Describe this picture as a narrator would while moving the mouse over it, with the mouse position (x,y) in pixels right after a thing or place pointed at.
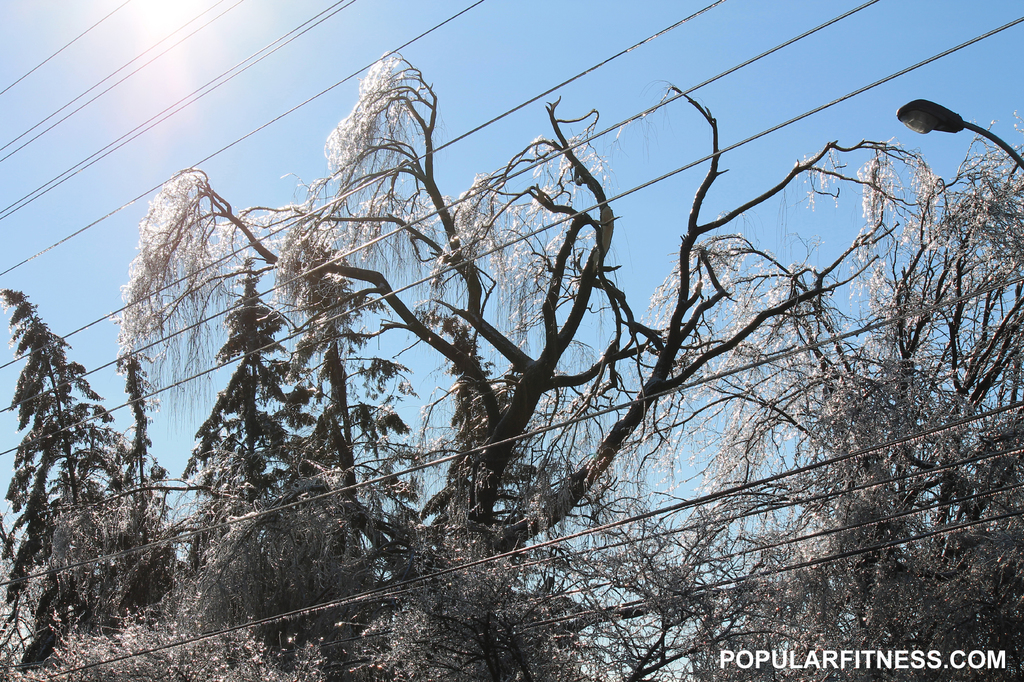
In this picture I can see few trees (523,473) and I can see a pole light (927,133) and few wires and a blue sky (89,97) and I can see sunlight (147,80) and text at the bottom right corner of the picture (993,663).
